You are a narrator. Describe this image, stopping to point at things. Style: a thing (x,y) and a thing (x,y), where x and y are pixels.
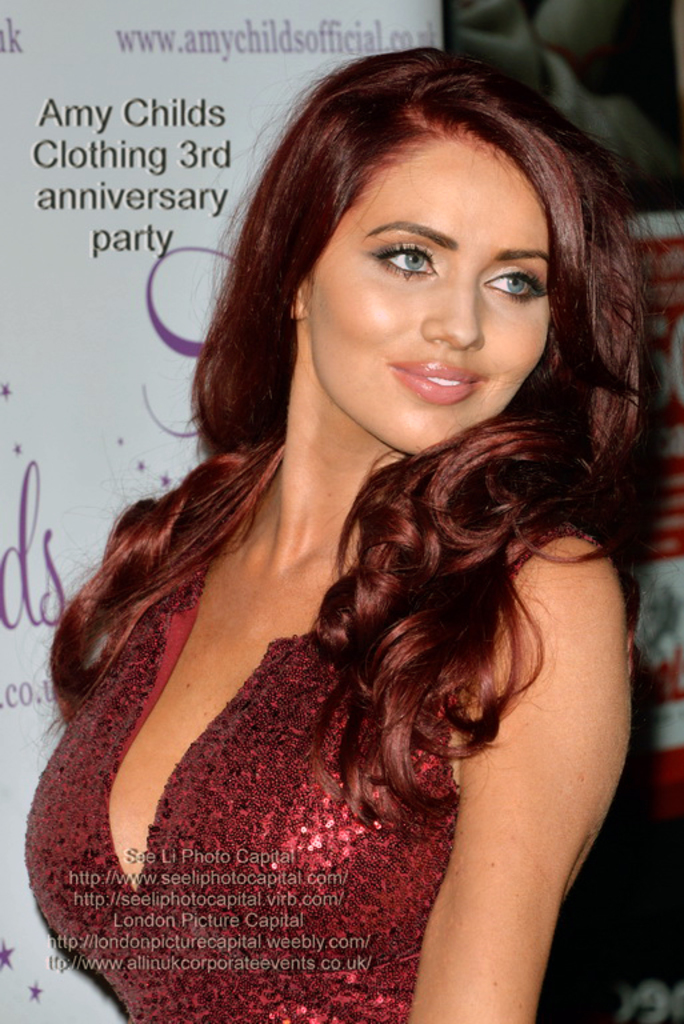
In this image I can see a person (542,756) standing wearing red color dress (218,885). Background (106,438) I can see a white color banner (113,306) and something written on it.
